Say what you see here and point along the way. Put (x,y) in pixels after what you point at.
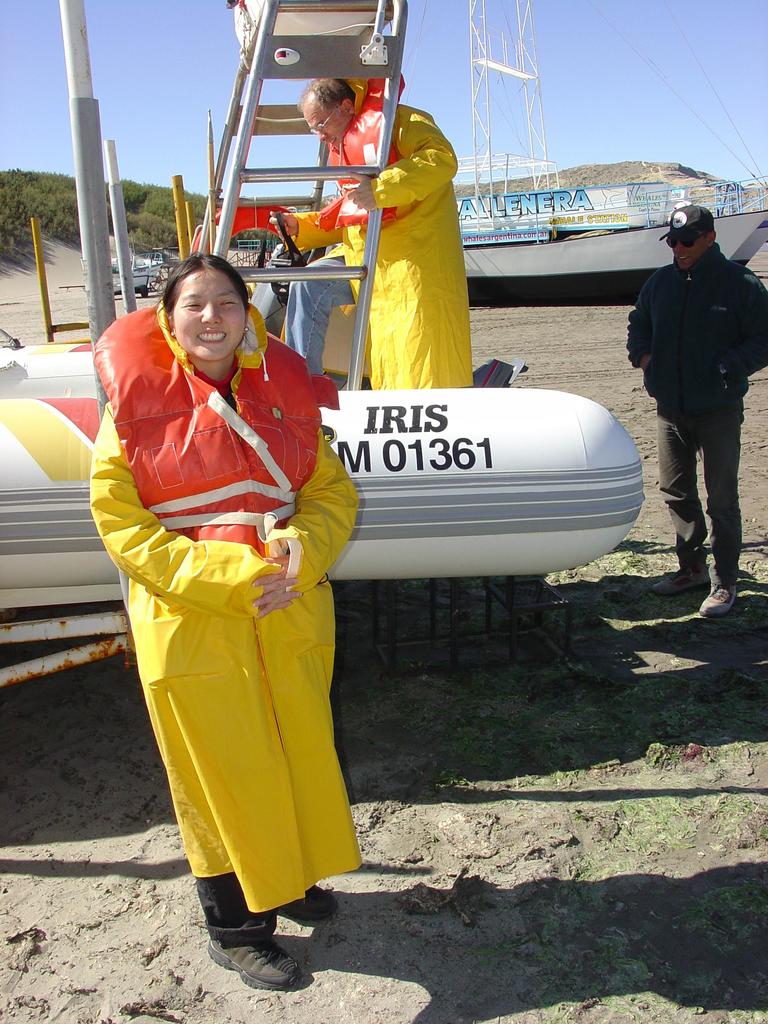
The woman (271,359) wore life jacket (217,422) and she smiles beautifully. The man (390,329) on the boat (435,439) wore life jacket (352,219) and he is holding the ladder (377,222). The man (688,220) in the black jacket (701,339) with a black cap (685,210) with black goggles (690,240) is looking at this man (434,292). Far there is a boat (584,262) in white and black color. Sky (637,75) is in blue color. This is a tower (512,43). Far there are number of trees (46,219) in green color.
